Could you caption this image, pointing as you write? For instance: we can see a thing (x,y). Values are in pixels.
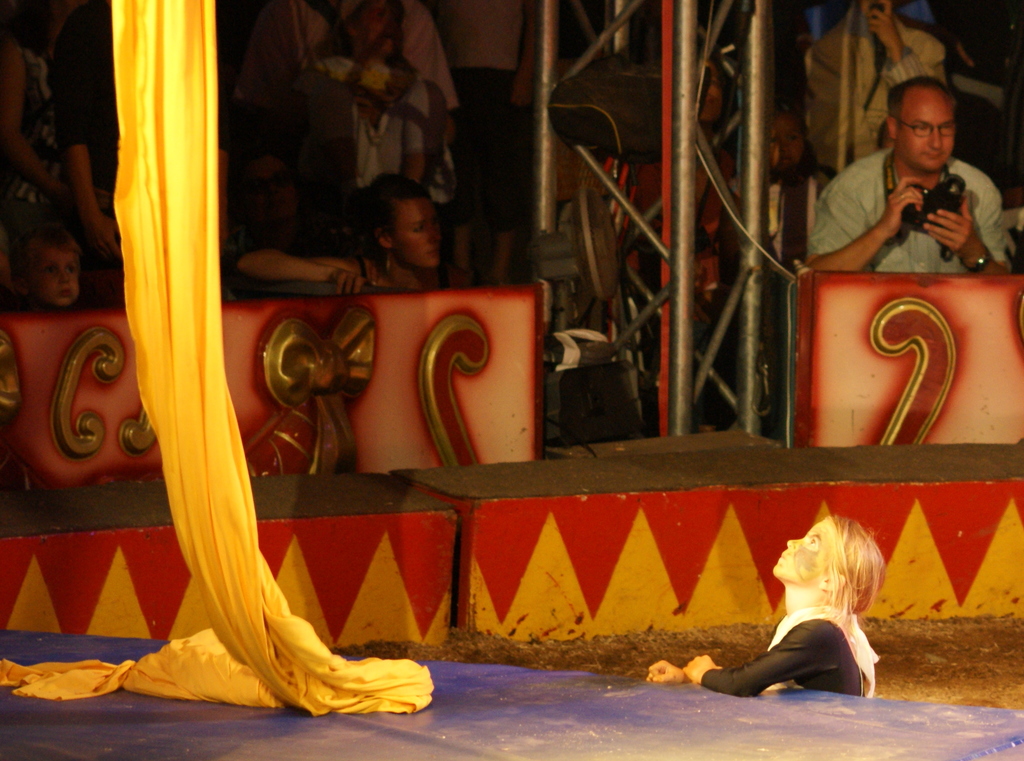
This image is taken outdoors. At the bottom of the image (539,689) there is a dais (774,731). In the background (516,150) a few people (513,126) are standing and a few (719,161) are sitting. A man (896,225) is holding a camera (921,224) in his hands (885,233) and there are a few iron bars (631,212). There is a wall (516,421) and there are a few carvings (940,367) on the wall (904,361). In the middle of the image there is a cloth (196,643) which is yellow in color and a girl (697,656) is sitting on the ground (887,651).
